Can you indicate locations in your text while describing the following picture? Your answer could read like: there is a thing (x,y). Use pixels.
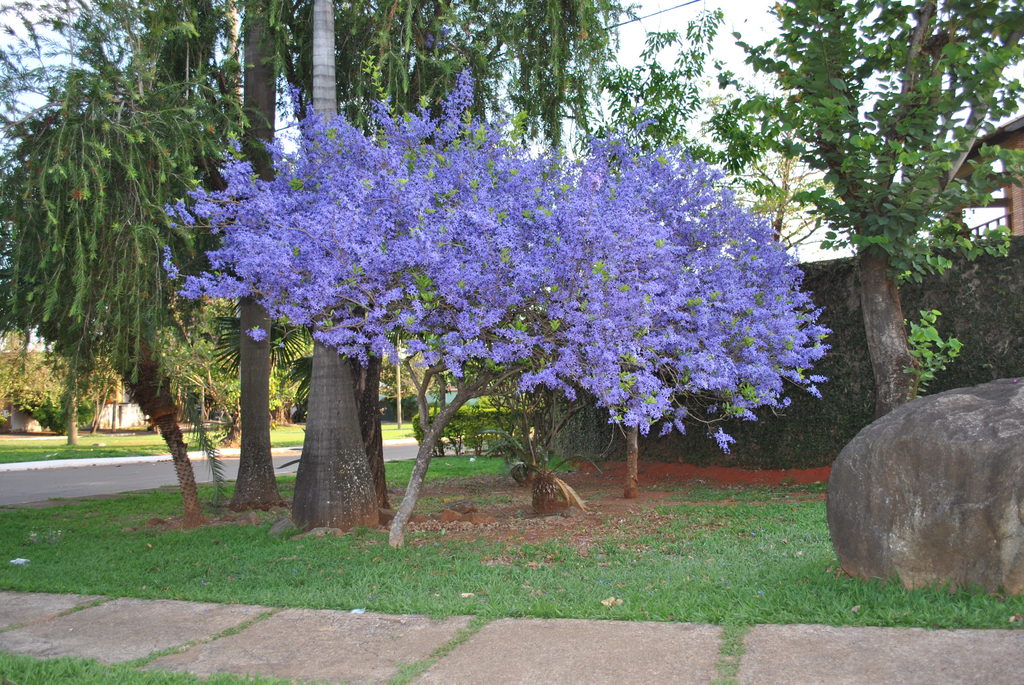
In this picture we can see flowers (441,255), trees (430,311) and grass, on the right side of the image (891,468) we can see a rock (963,424) and a house (1002,203).
